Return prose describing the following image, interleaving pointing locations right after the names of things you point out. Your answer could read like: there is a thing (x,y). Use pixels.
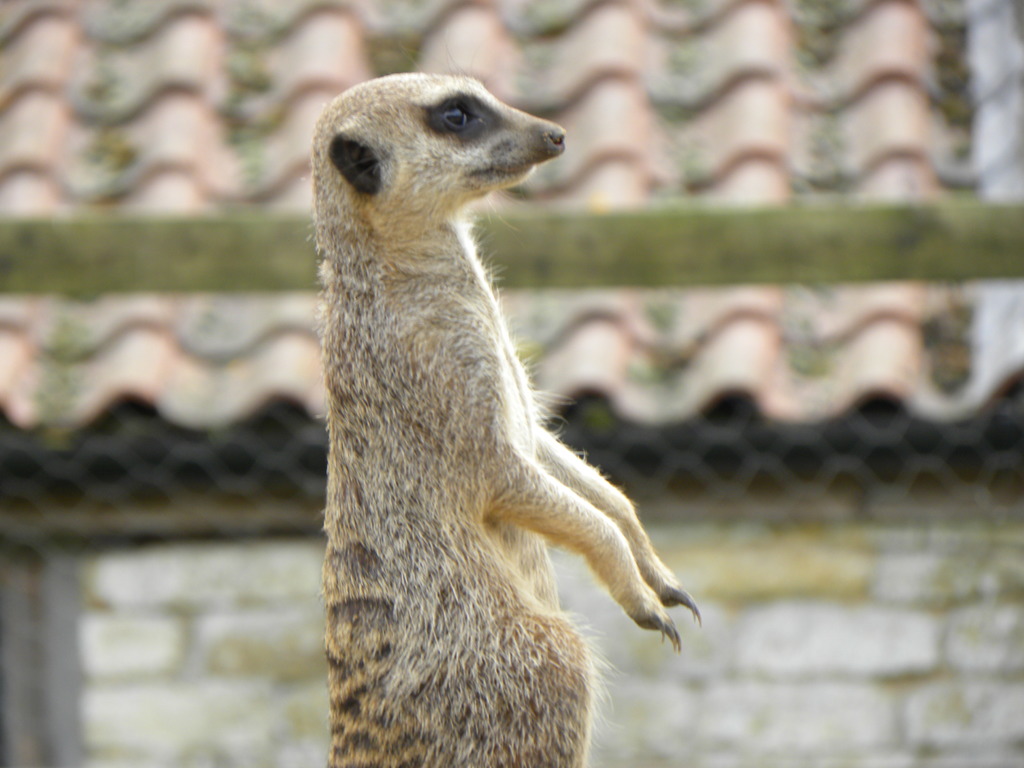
In this image I can see an animal (438,479) which is in black and cream color. It is to the side of the house (181,504). And I can see the brown color roof (701,325) of the house (730,516).
